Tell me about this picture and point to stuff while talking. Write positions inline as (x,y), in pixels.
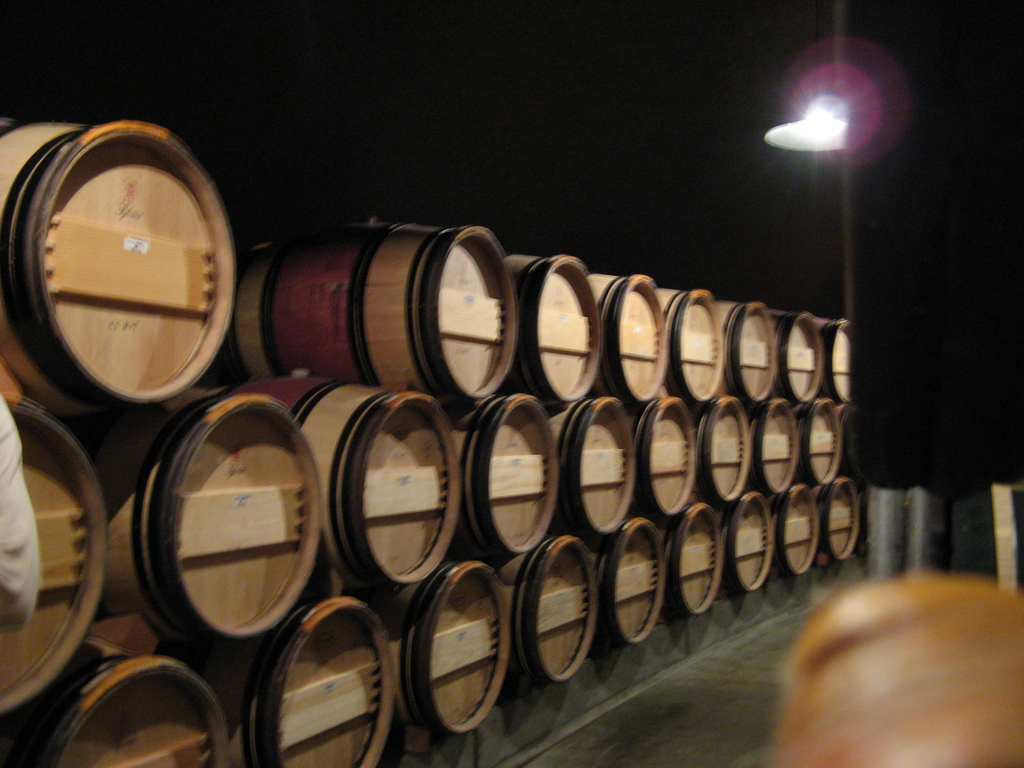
In the picture there are a lot of drums (428,393) kept in an order and beside those drums (790,321) there is a light (841,134).
